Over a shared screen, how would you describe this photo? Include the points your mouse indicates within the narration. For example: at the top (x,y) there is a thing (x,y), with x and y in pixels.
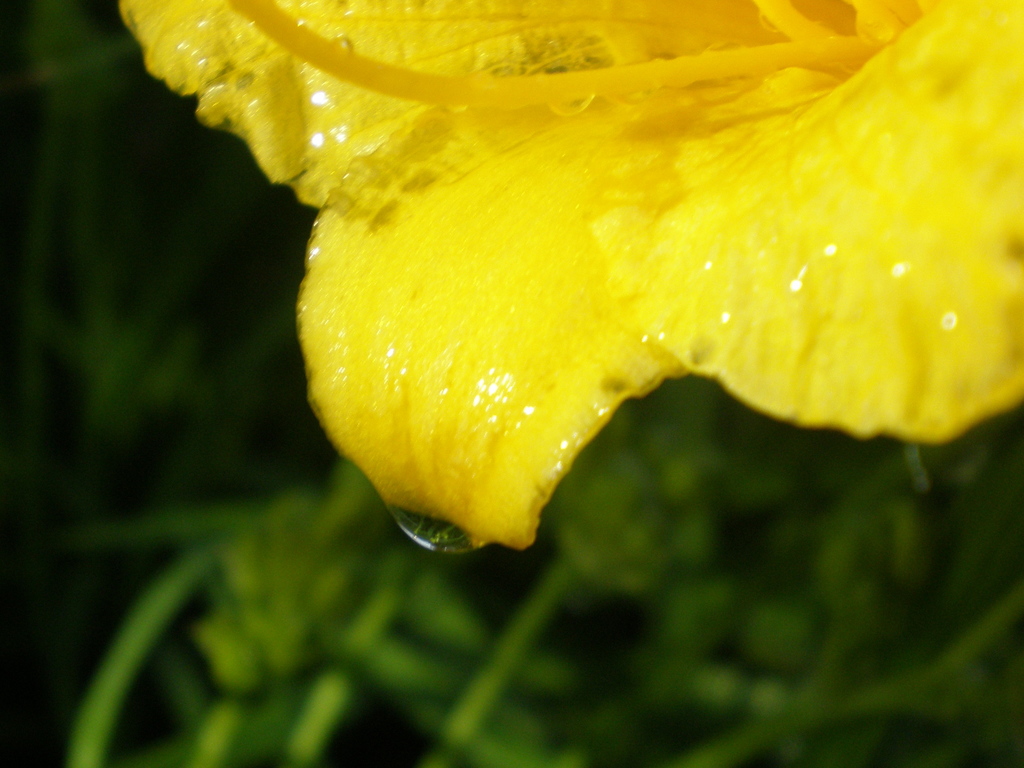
In this image we can see a yellow color flower (615,176) and plants (557,589) in the background (631,578).
